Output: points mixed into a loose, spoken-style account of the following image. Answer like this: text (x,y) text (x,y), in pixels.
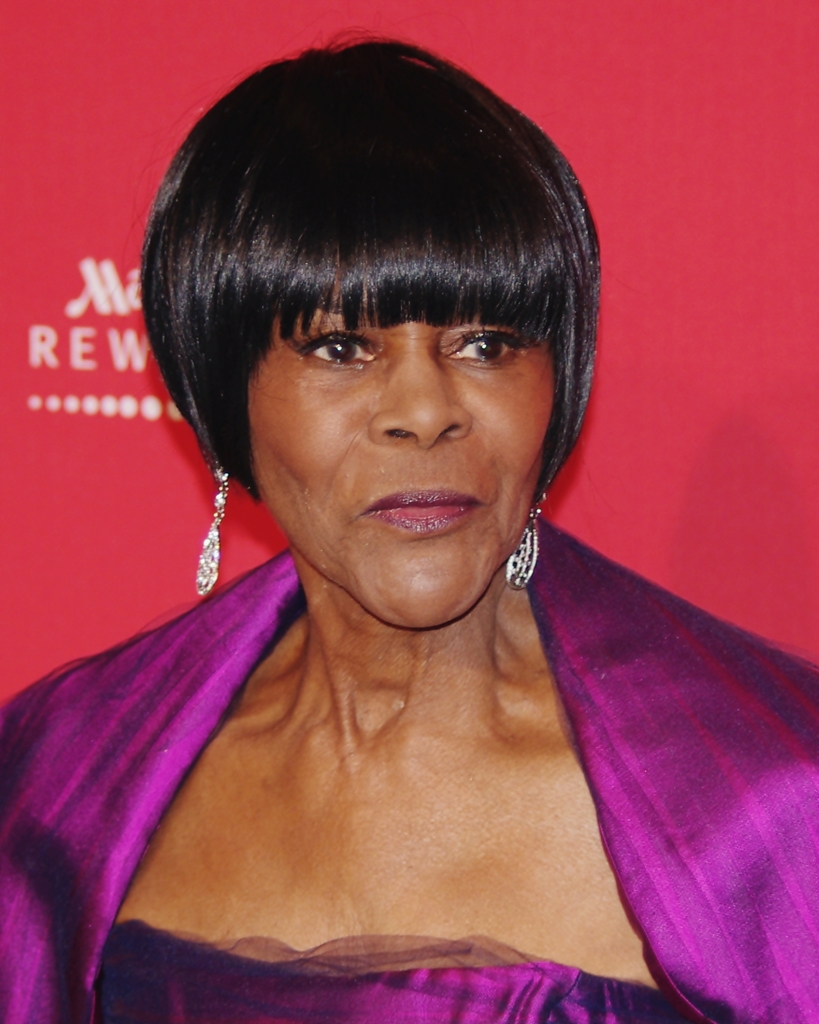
In this image there is woman (405,664) in the center (361,611). In the background (105,216) there is a red colour curtain (127,310) and there is some text (88,349) written on it.
